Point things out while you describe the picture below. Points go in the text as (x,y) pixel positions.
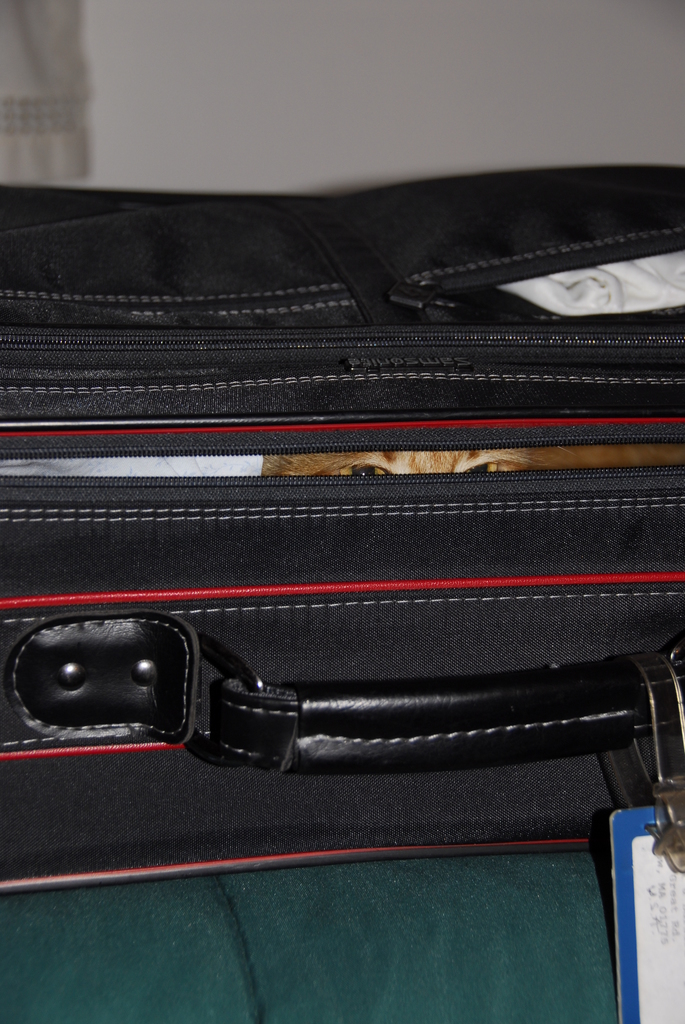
In this image I can see a bag (373,631) and a cat (479,460) in it.
